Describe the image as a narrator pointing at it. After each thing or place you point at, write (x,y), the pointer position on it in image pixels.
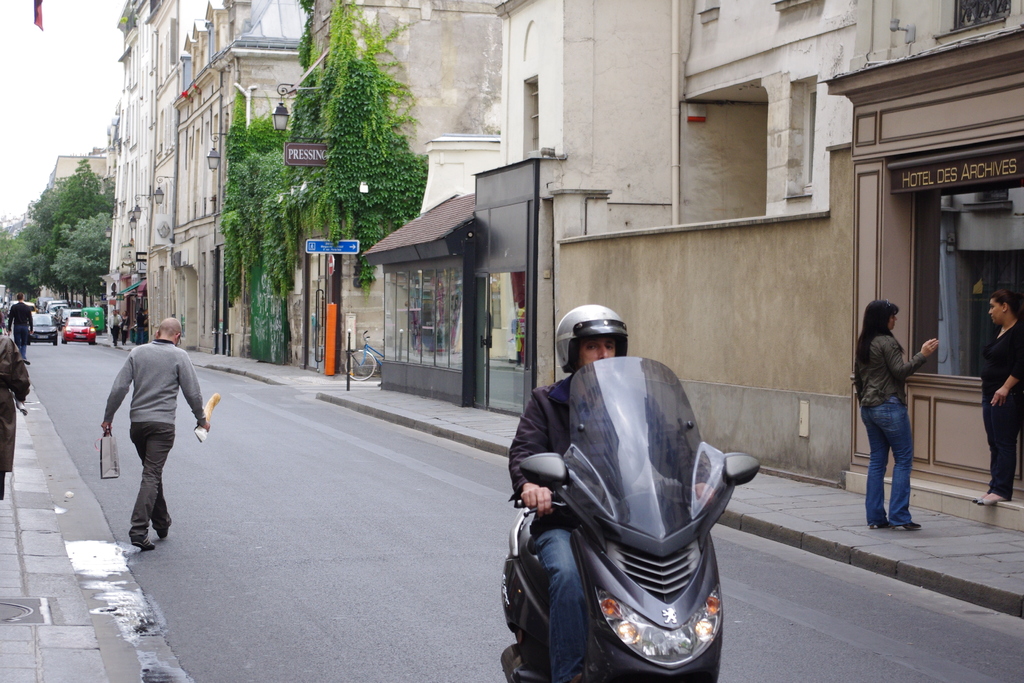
In this picture I can see in the middle (557,433) a person (554,600) is riding a vehicle (587,600), on the left side (154,479) a person (163,370) is walking on the road (308,485), few vehicles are moving on the road (206,393). In the middle (395,379) there are buildings (426,338), on the right side (1002,438) two persons (862,407) are talking each other.
